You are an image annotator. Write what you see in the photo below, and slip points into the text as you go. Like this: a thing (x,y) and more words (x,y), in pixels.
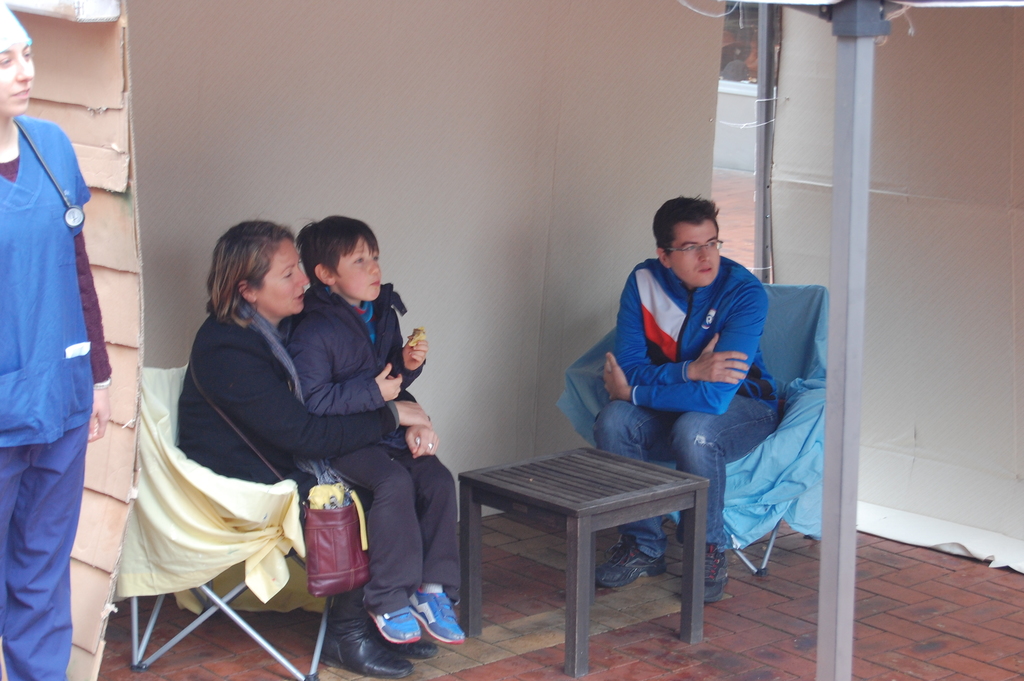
In this image I see a man (622,403) and a woman (268,391) who are sitting on chairs (141,489) and there is a boy (294,341) sitting on this woman (258,223), I can also see another woman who is standing over here and there is a table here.
